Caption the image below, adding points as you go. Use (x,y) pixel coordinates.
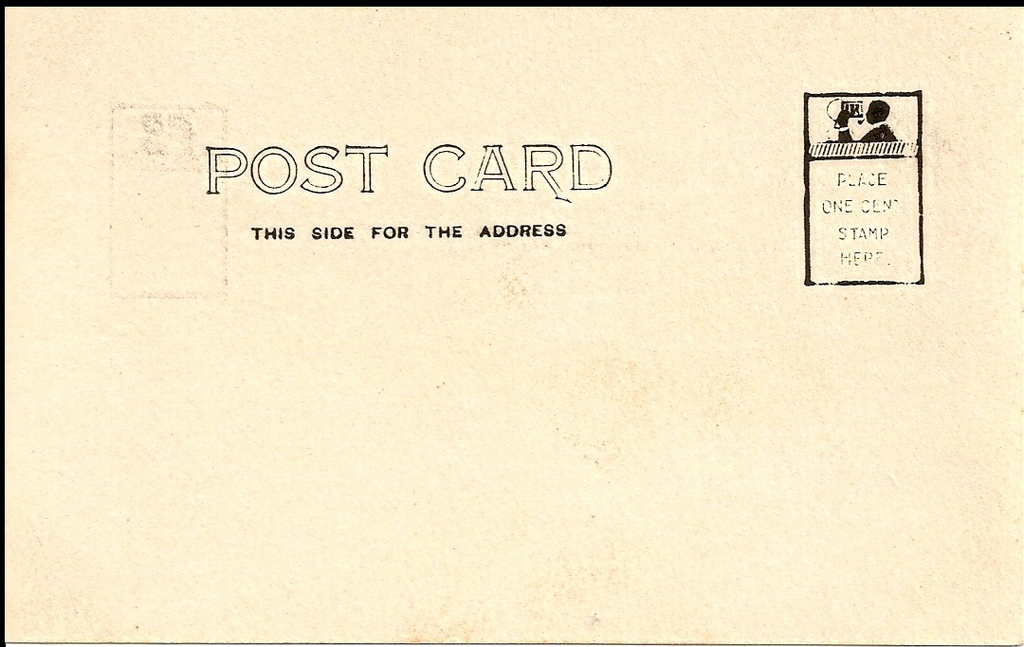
In the image there is a postcard (420,138) with some text (492,178) on it.
